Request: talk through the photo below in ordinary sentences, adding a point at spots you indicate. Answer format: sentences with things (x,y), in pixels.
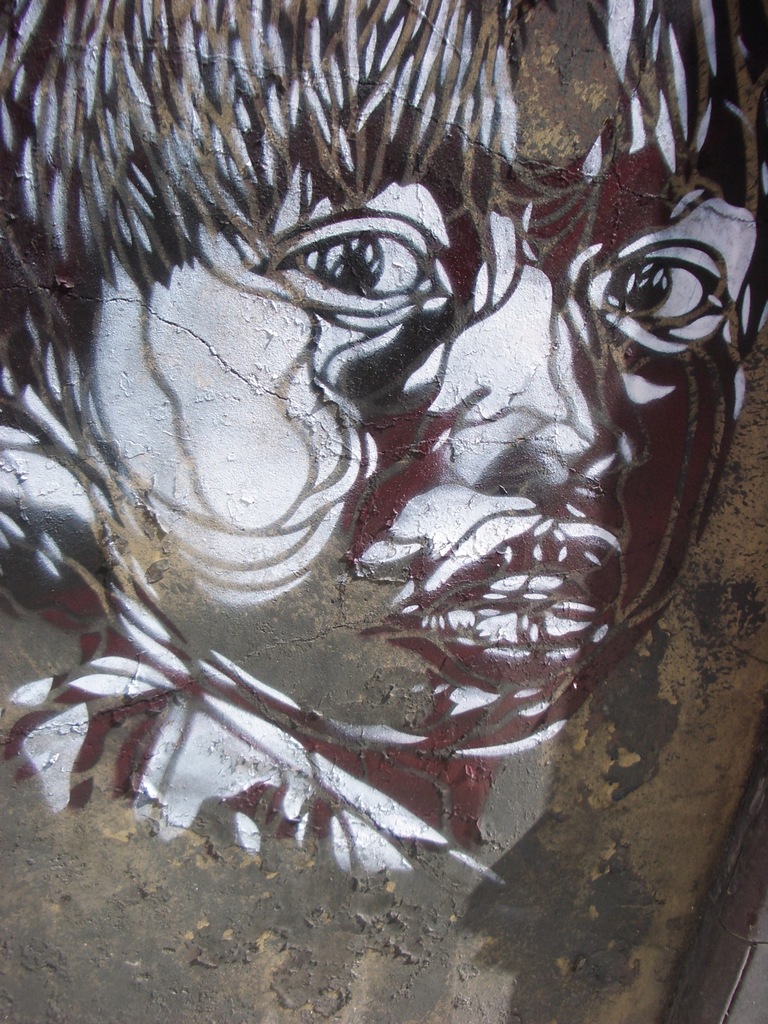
Here we can see painting (15,39) of a person face (318,638) on the surface (575,743).
